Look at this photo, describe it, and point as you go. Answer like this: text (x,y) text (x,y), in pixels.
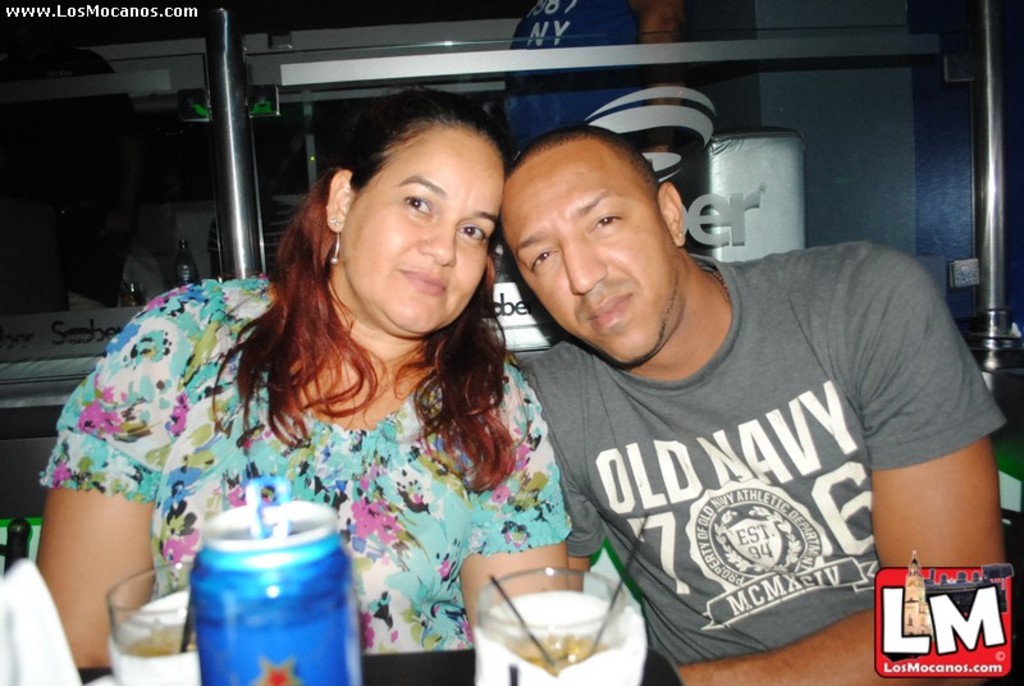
In this image I can see two people (528,412) sitting. They are wearing different color dress (534,441). I can see glasses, tin (268,627) and few objects (50,641) on the table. Back I can see few objects (242,108).
